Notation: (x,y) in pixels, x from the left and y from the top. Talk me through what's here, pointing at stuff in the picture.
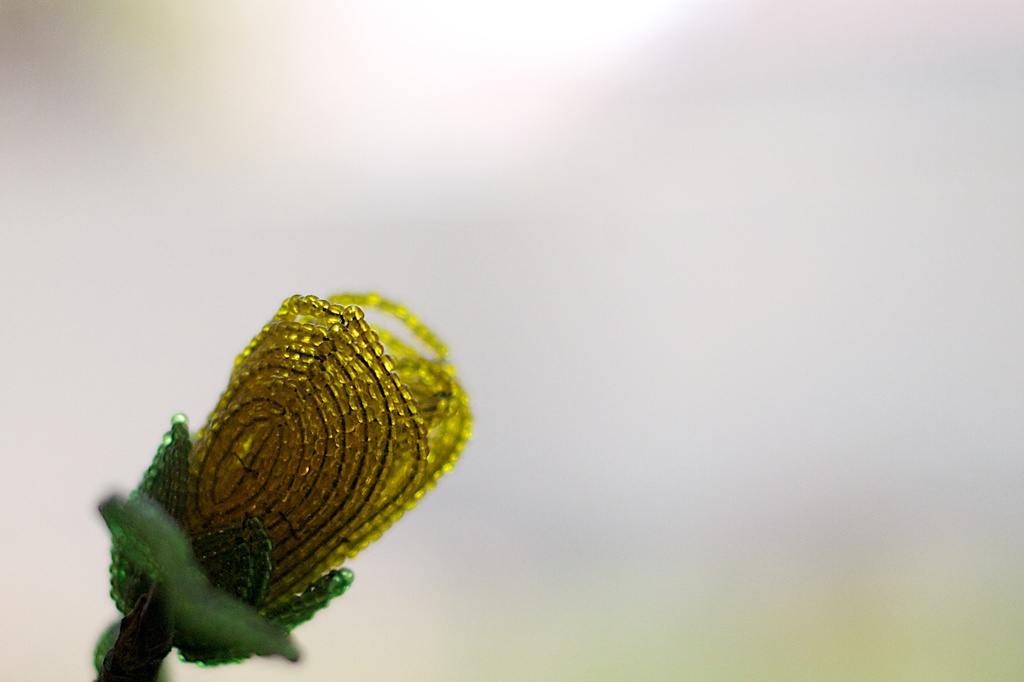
In this image I can see a flower (370,419) which is made up of objects (328,406) which are yellow and green in color and I can see the white colored background (349,187).
